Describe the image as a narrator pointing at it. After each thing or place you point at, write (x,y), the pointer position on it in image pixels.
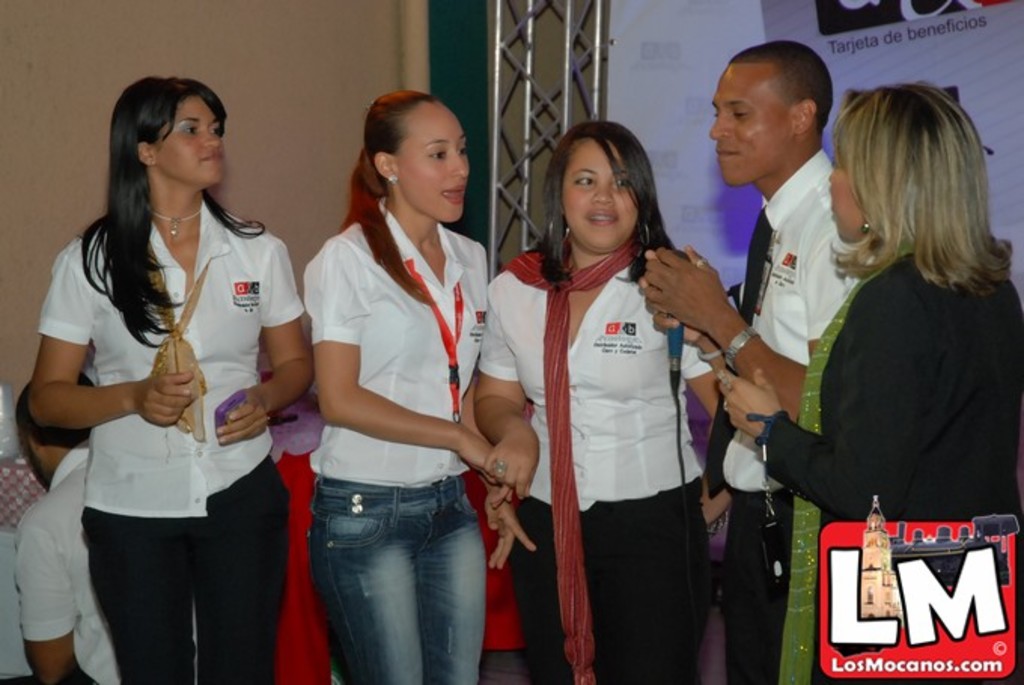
In this image we can see few persons (588,208) standing on the floor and one of them is holding a mic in his hand (705,291). In the background (698,222) we can see walls (307,65), grill (527,44), advertisement (643,33) and a person (36,501).
